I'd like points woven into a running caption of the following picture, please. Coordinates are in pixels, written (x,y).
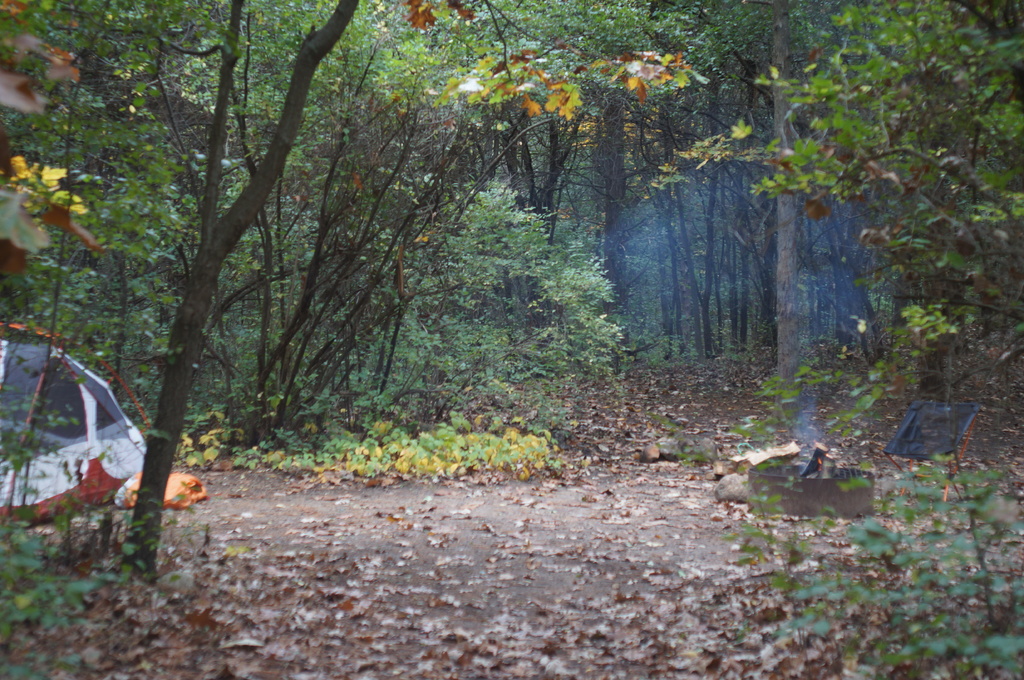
In the image there is a tent (120,444) on the left side (63,402) and behind there are plants (625,294) all over the land (839,548) with dry leaves (651,584) on it.
